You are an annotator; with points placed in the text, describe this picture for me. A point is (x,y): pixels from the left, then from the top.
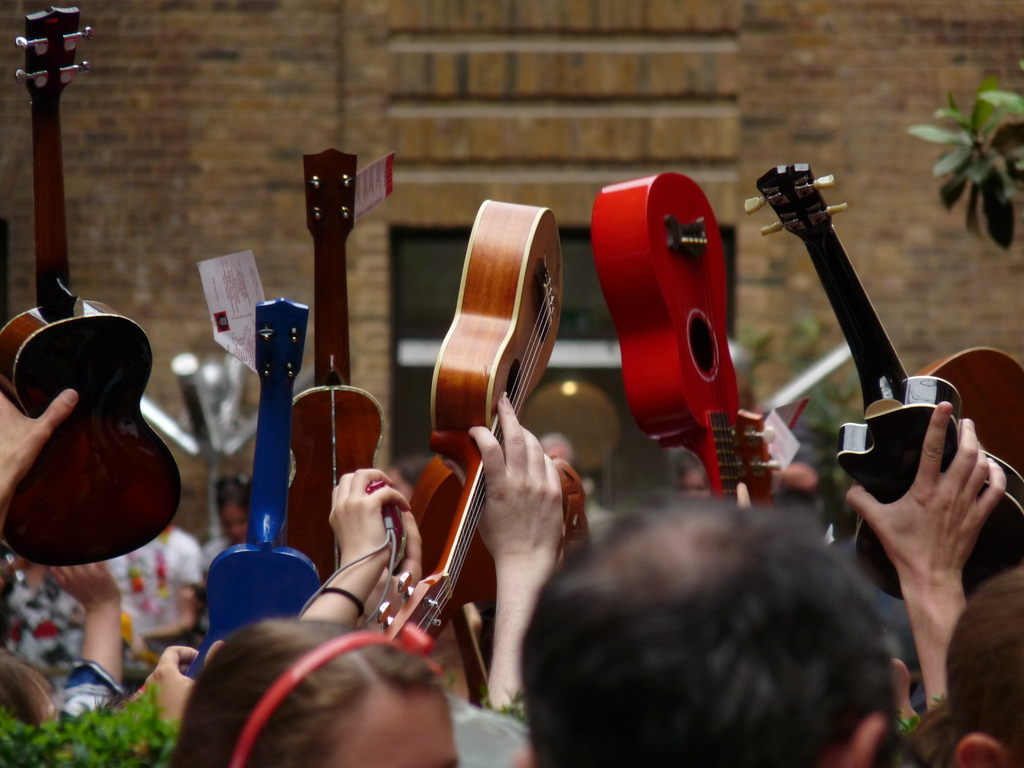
Persons (548,629) are raising their hands (518,540) and holding this colorful guitars (153,436). We can able to see plants (993,177) right side of the image (991,199) and left side of the image (62,732). A white tags (256,303) on this guitars (328,405).
